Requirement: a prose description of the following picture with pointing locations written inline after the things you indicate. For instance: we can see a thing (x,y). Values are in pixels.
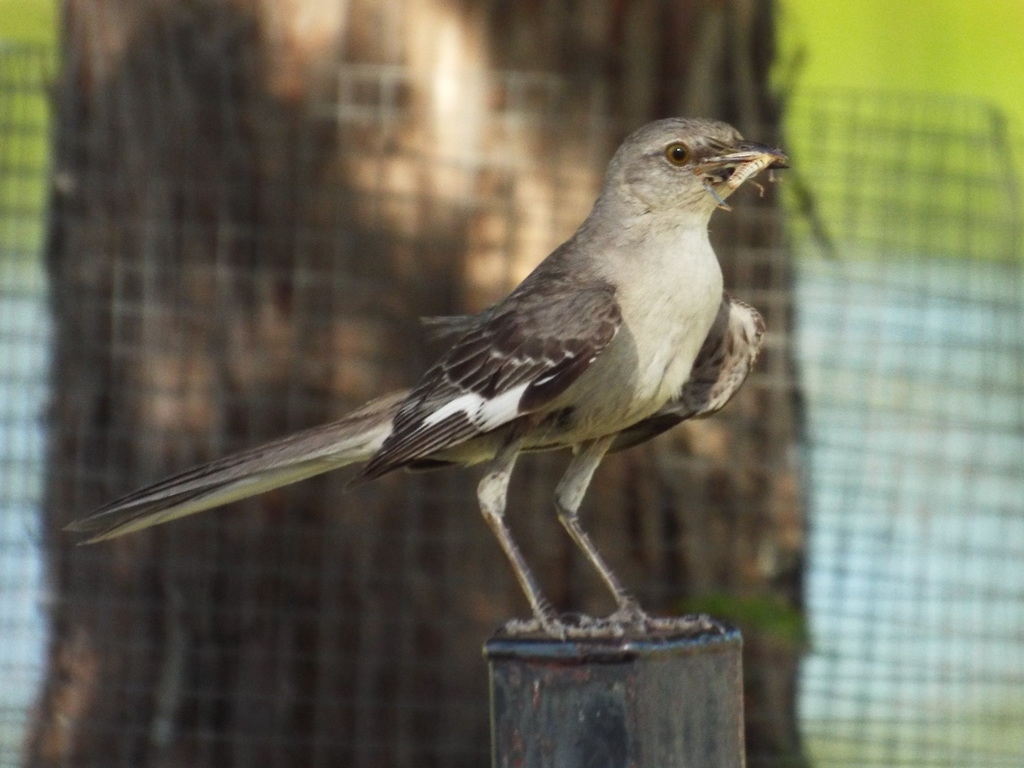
In this image I can see a bird (751,308) is standing, behind this there is the iron net (460,469) around bark (373,385) of a tree (385,383).
